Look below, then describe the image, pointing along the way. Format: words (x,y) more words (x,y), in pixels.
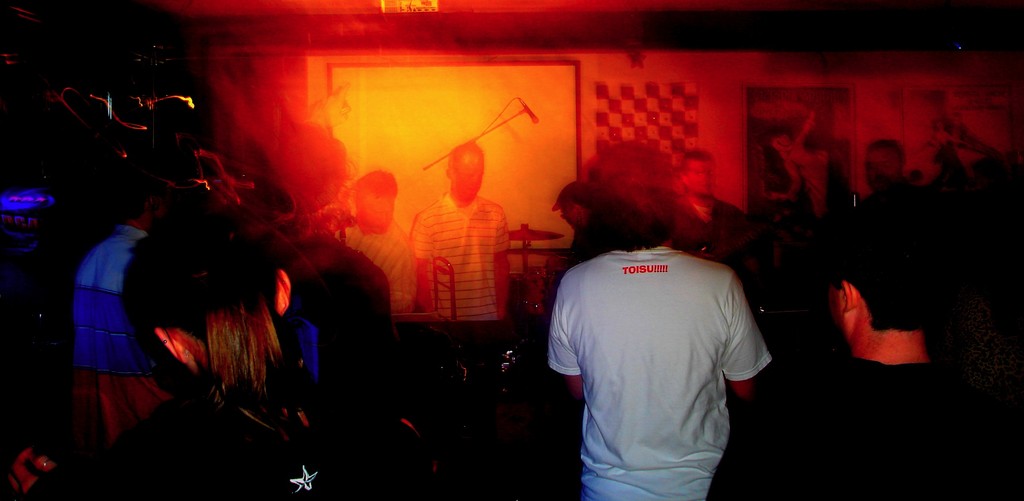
In the image we can see the corners of the image are dark. We can see there are people (657,393), standing and wearing clothes (317,337). Here we can see microphone (531,119) and musical instruments (512,277).
